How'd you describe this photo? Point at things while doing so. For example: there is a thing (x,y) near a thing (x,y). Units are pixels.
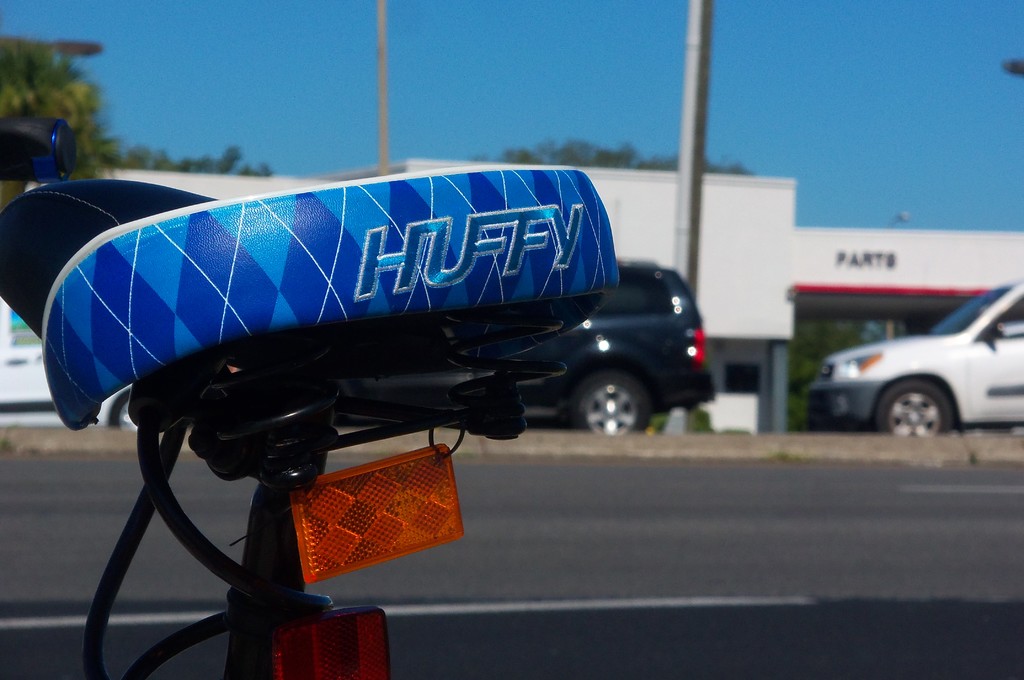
In this image there is a seat (419,185) of a bicycle (376,679) and a road (570,467), behind the road (976,468) there are cars (999,385) parked, in the background (625,237) there is shop (762,289), trees (165,154) and blue sky (556,97).
